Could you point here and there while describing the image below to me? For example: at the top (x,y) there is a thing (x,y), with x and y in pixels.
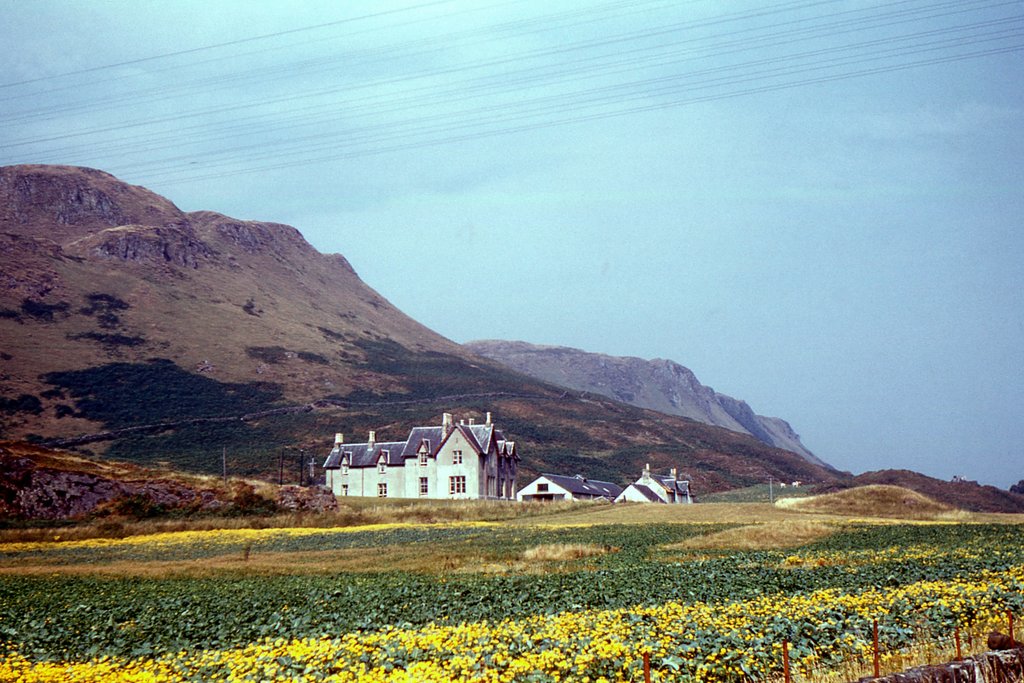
In this image I see few houses (456,478) over here and I see the plants (185,653) which are of green and yellow in color. In the background (269,373) I see the mountains (830,479) and I see the blue sky (565,157) and I can also see the wires (575,96) over here.
